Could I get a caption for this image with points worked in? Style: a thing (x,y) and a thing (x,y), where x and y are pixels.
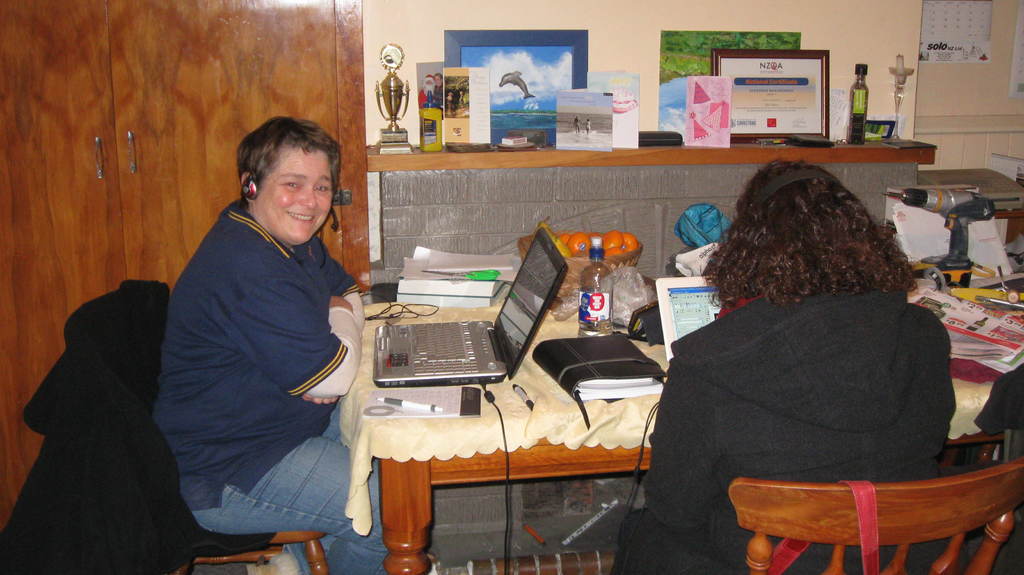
In this picture we can see a woman (272,360) sitting on the chair (284,535) and beside one woman (815,401) is sitting on the chair (827,538) in front of them there is a table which is covered with cream color cloth (460,437) on that we have so many water bottle (592,328) papers (1003,328) laptops (689,309) in back side one wooden table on the table (658,161) we have frames (790,83) bottles (432,114).
